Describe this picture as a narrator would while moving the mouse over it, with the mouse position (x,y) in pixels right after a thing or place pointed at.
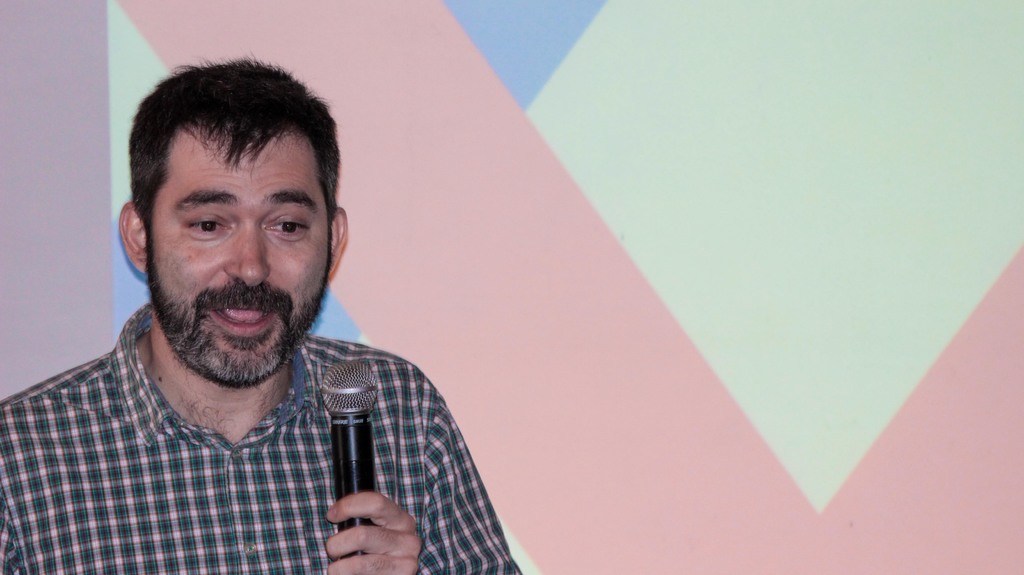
This picture shows a man (228,94) standing and speaking with the help of a microphone (355,386).
